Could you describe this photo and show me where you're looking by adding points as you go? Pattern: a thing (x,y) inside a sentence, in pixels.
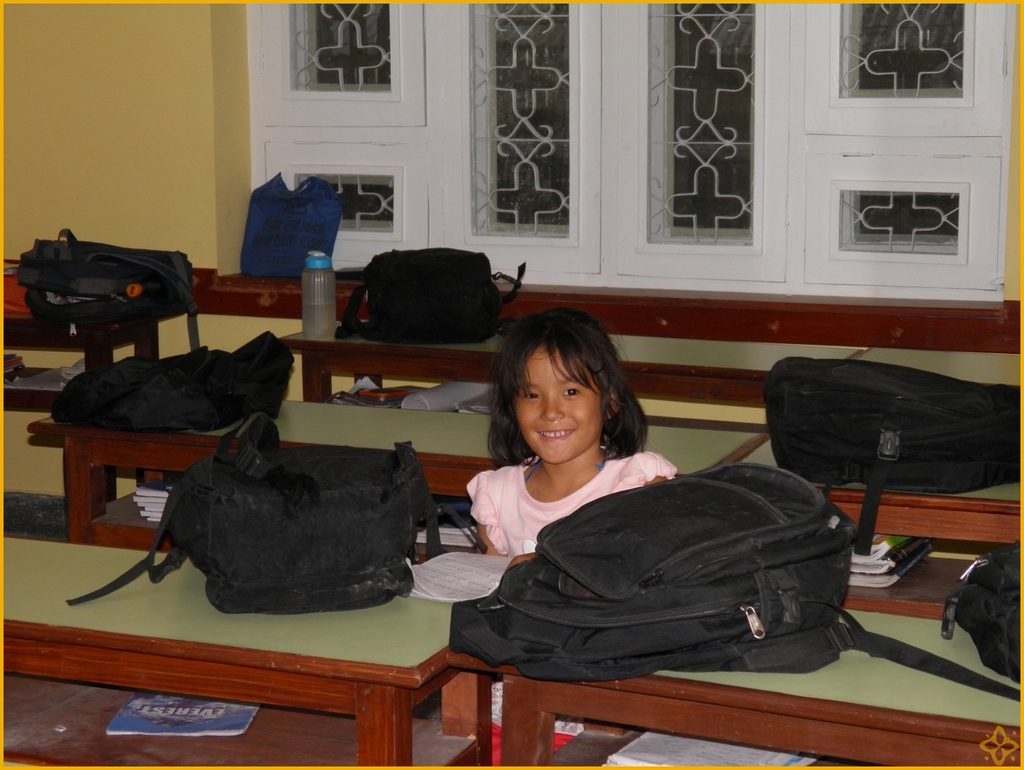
Here we can see a girl (510,392) sitting on a bench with table (417,616) in front of her and we can see bags (371,596) placed on table (706,740) and books (123,719) placed under them and there is a bottle (313,286) present.
